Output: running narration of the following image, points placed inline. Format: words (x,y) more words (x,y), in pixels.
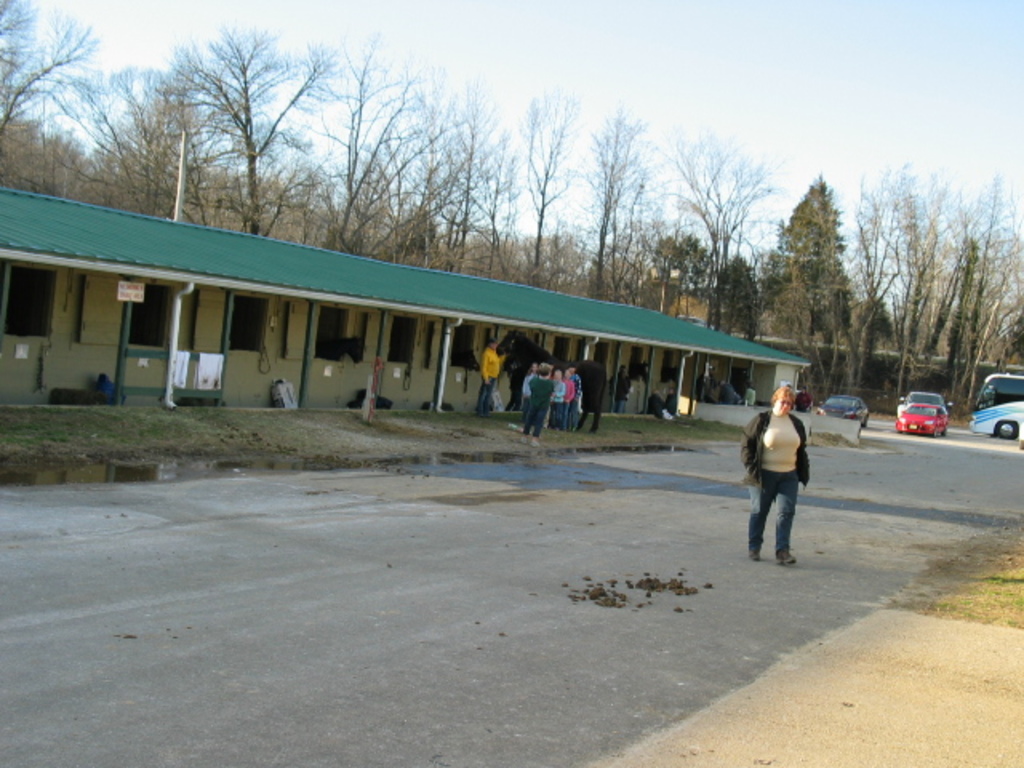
In this image we can see a woman (784,487) is walking on the road (560,586). In the background (103,335) we can see few persons (542,425), an animal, shed (451,376), objects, poles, vehicles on the road (882,453), trees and sky (291,119).
